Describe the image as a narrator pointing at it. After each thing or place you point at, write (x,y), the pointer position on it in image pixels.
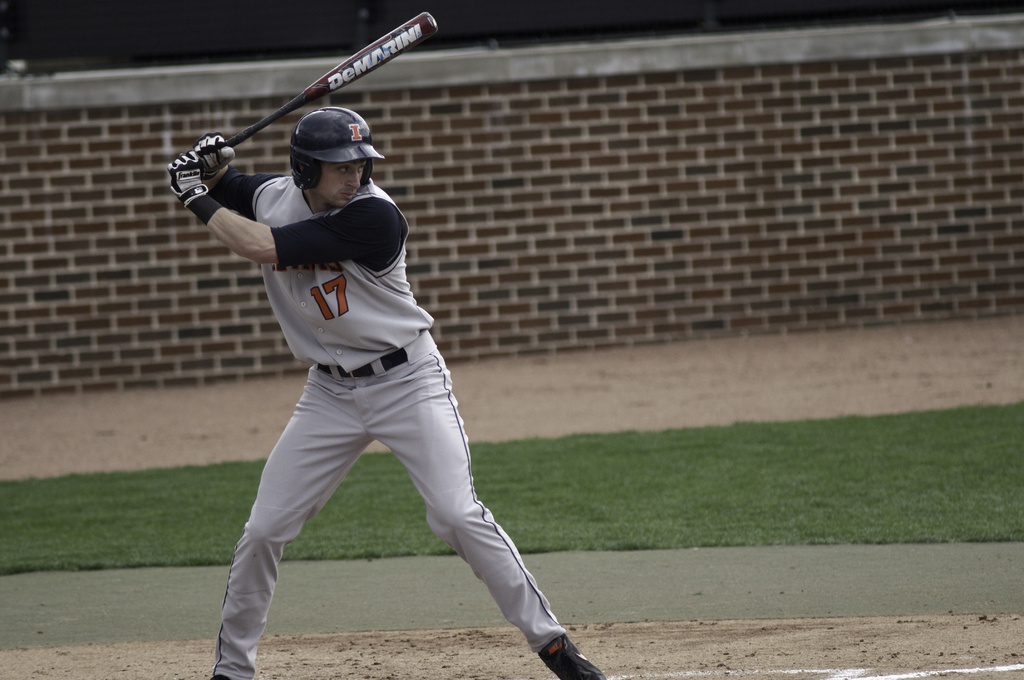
In this picture we can see a man (319,343) is standing and holding a baseball bat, he is wearing a helmet (321,150), gloves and shoes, at the bottom (620,484) there is grass (845,484), in the background (745,292) we can see a wall (459,209).
